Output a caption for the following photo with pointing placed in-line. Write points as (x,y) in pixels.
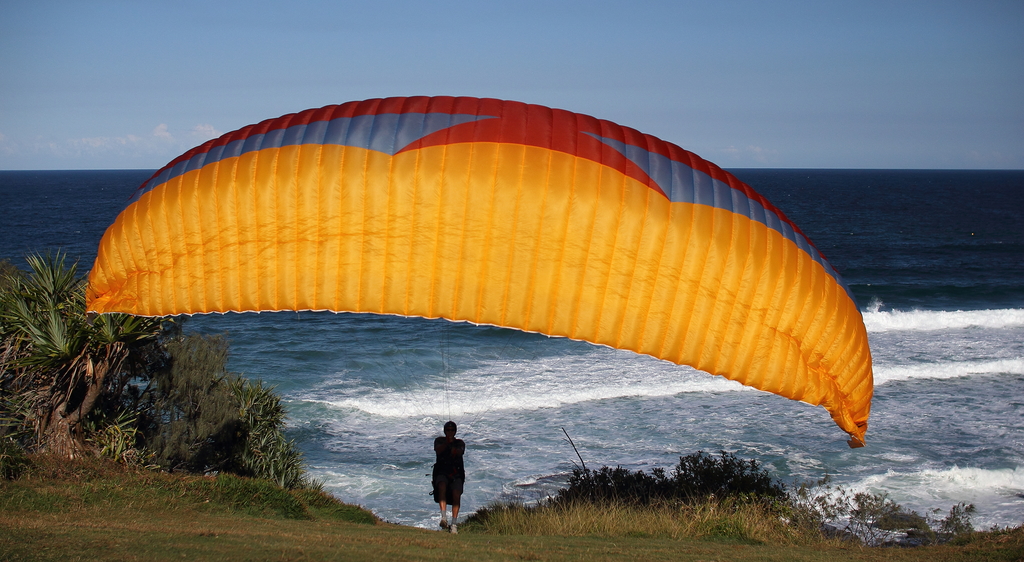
In the image there is a man (441,490) standing on grass land (441,535) with parachute (422,243), in the back (67,219) its a ocean (67,219) and above its sky (291,62).
